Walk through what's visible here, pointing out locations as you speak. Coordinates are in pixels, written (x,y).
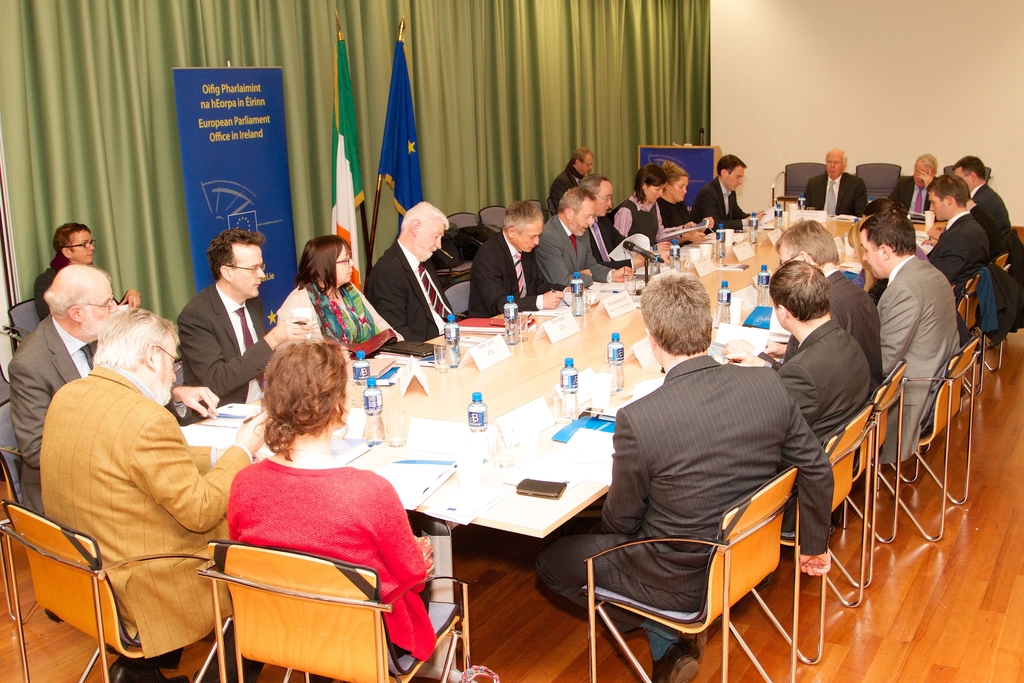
In this picture, there is a curtain (93,155) which is green in color. There are two flags (344,145). One is green in color the other is blue in color. There are group of people (375,292) sitting on the chair (295,561). There is a bottle (376,407) on the table (389,405). There is a phone (539,488) on the table (532,334). There are nameplates (501,350) on the table (518,346). On to the left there is a man (78,243) sitting on the chair (29,313), who is wearing a black suit (46,282). In the middle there is a podium (697,155) and a mic (700,139).
